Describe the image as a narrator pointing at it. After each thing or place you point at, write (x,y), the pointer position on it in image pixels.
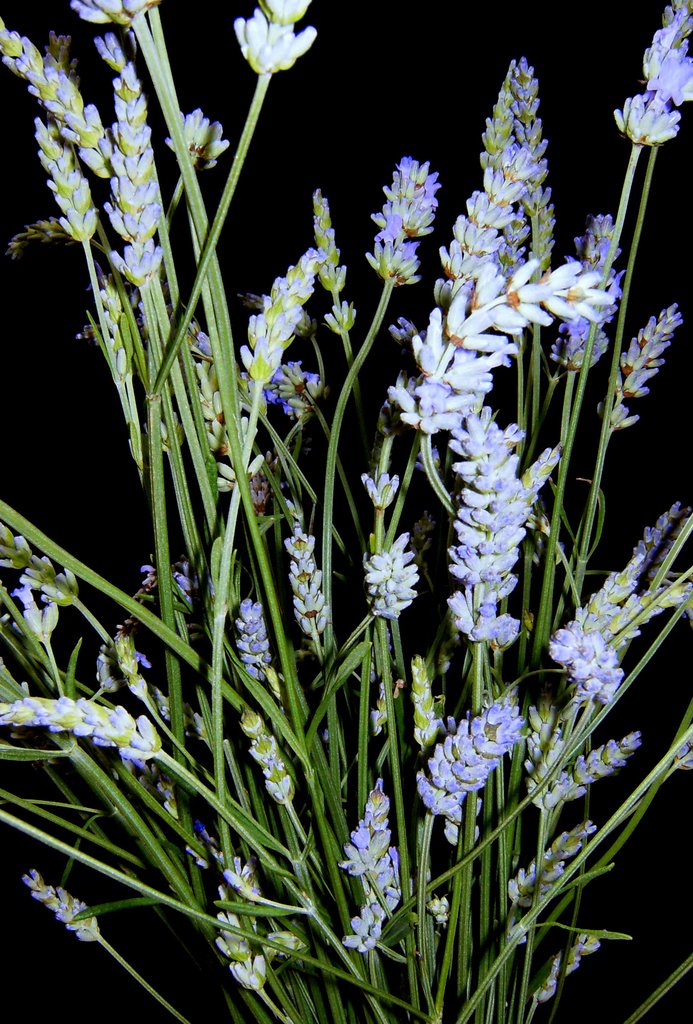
In this picture we can see a plant (38,574) along with flowers (317,605).
